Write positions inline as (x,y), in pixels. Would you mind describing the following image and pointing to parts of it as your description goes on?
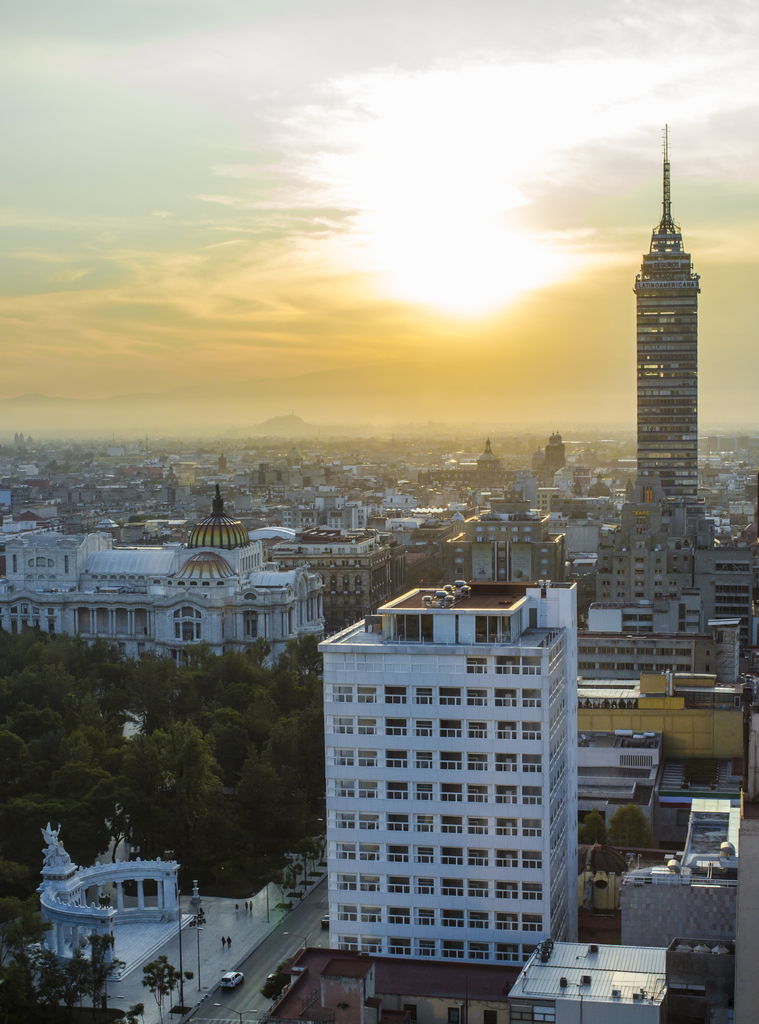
In this image I can see few buildings (489,690), few trees (294,663), the road (314,912), and few vehicles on the road (311,896). In the background (259,419) I can see the sky (128,263), a mountain (273,382) and the sun (399,256).
